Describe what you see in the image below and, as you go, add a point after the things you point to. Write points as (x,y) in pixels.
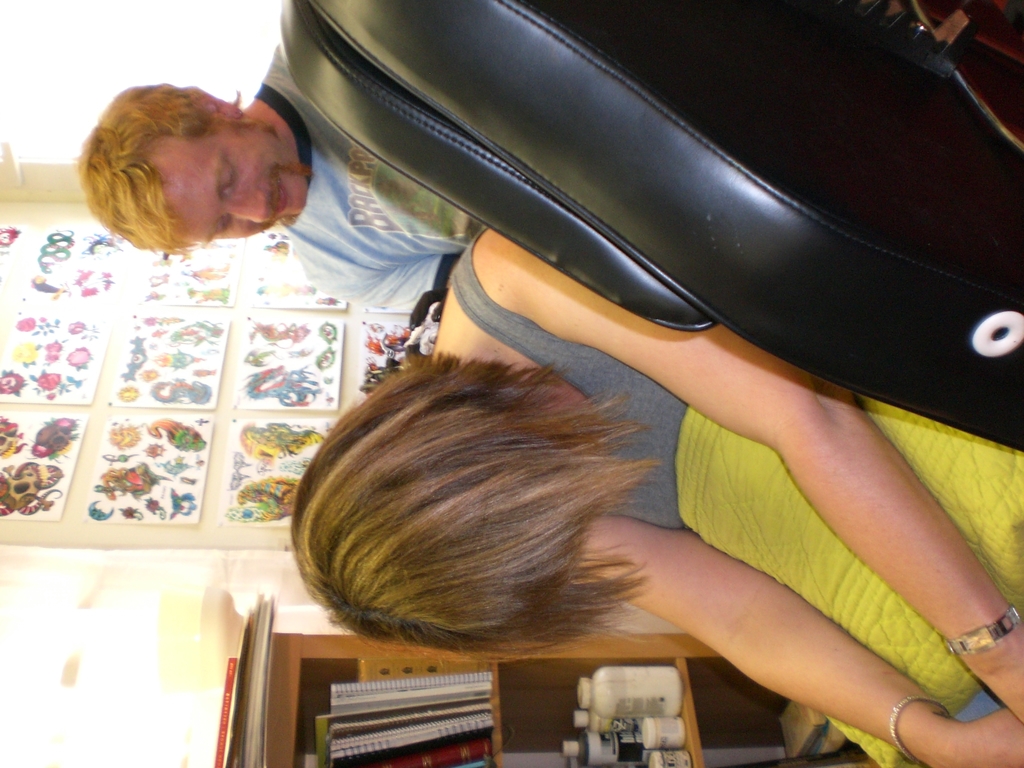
In this image I can see two persons (390,563). In front (544,527) the person (529,538) is wearing gray color dress (638,494) and holding a pillow (724,533) which is in yellow color. Background (353,235) I can see the other person (358,188) and I can see few stickers (143,349) attached to the board (222,380), I can also see few books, bottles (625,697) in the racks (273,662).
